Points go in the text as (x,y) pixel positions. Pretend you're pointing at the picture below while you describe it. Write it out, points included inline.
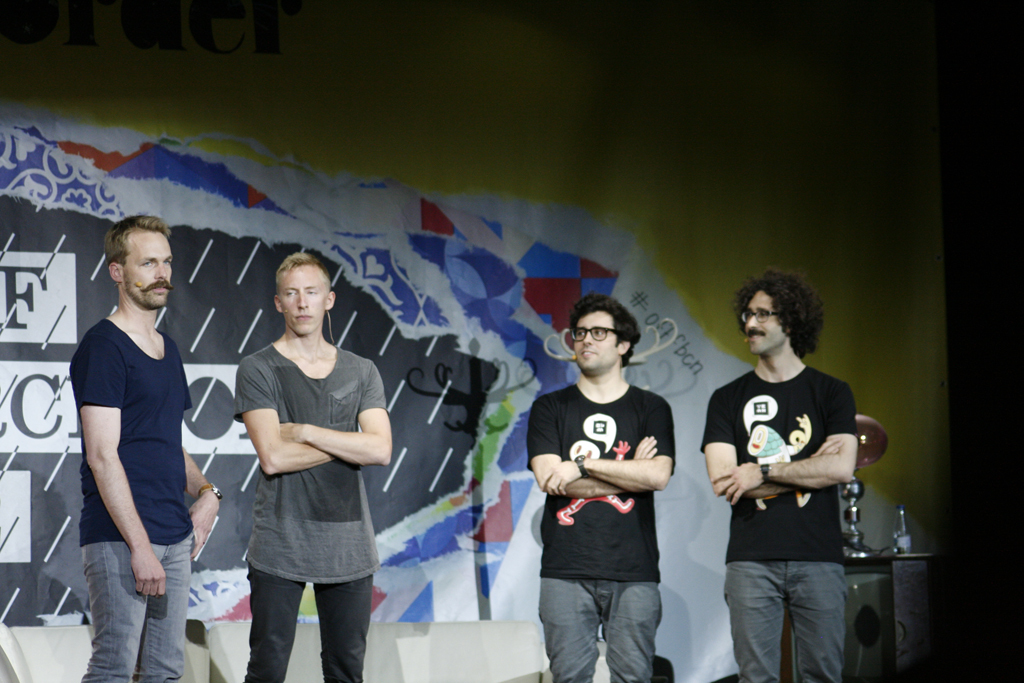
In this image we can see four people (263,478) standing. On the right (906,586) there is a stand (868,567) and we can see things (866,549) placed on the stand (869,571). In the background (717,282) there is a board (455,186).
